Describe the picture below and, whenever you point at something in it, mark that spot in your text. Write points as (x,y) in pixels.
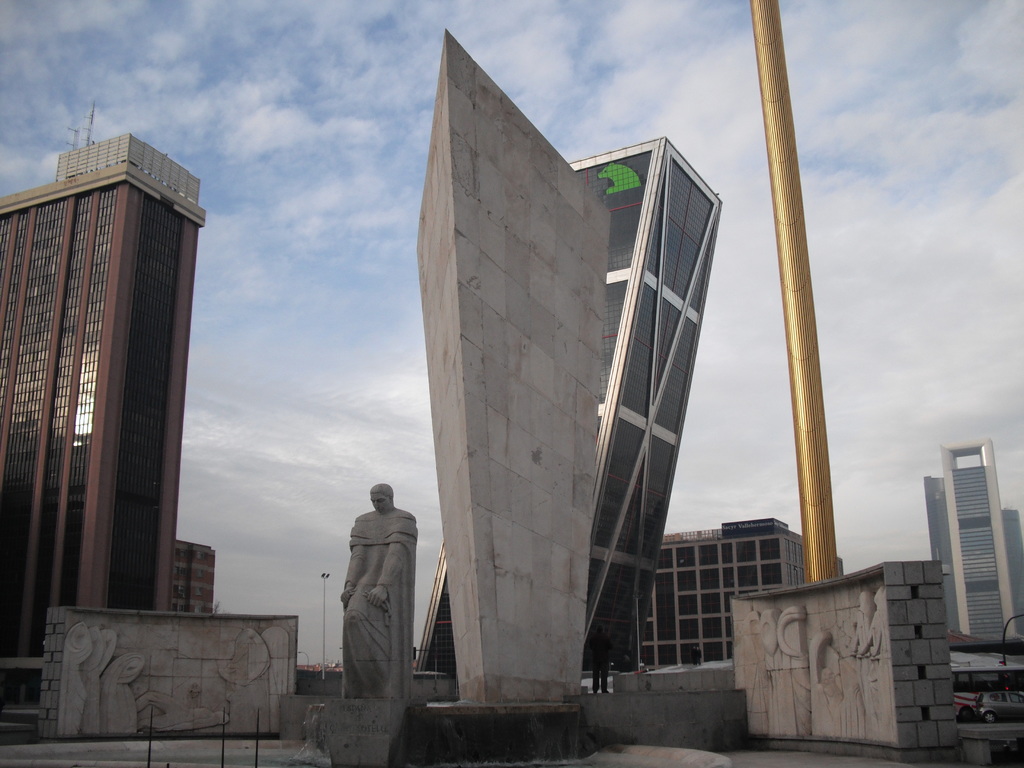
In this picture there are skyscrapers (173,377) on the right (965,489) and left side of the image (140,192), there is a pole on the right side of the image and there is a statue (363,665) in the center of the image (387,484).
